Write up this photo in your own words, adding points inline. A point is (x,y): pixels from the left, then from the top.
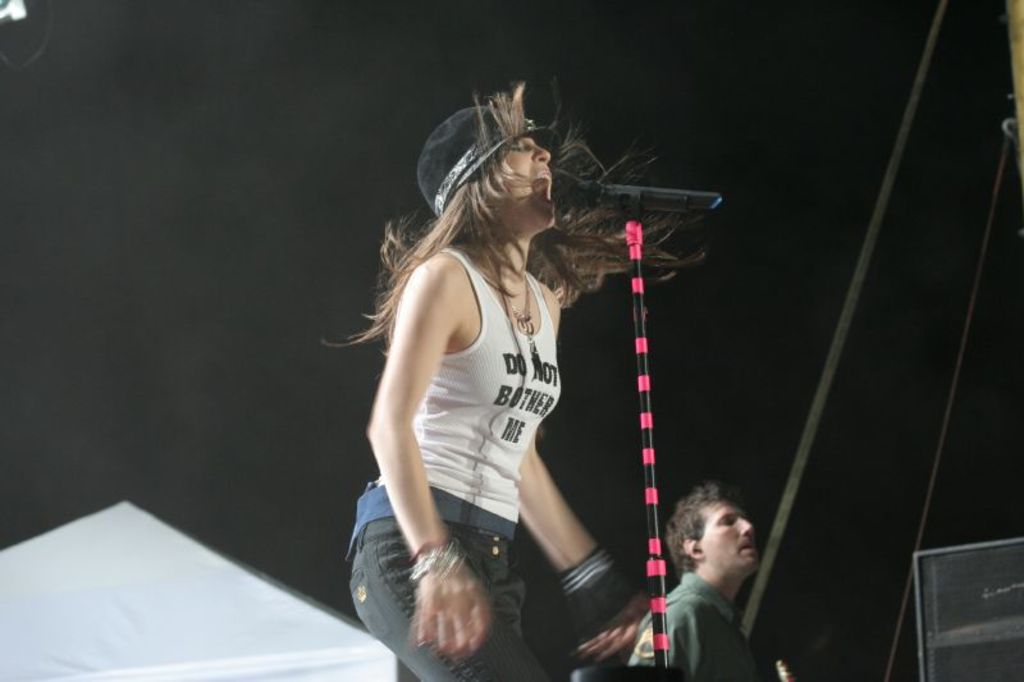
In this picture there is a girl (512,158) in the center of the image (506,348), she is singing and there is mic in front of her and there is a man (733,671) in the background area of the image (741,572) and there is a speaker (968,637) in the bottom side of the image (995,664) and the background (729,285) area of the image is black.
